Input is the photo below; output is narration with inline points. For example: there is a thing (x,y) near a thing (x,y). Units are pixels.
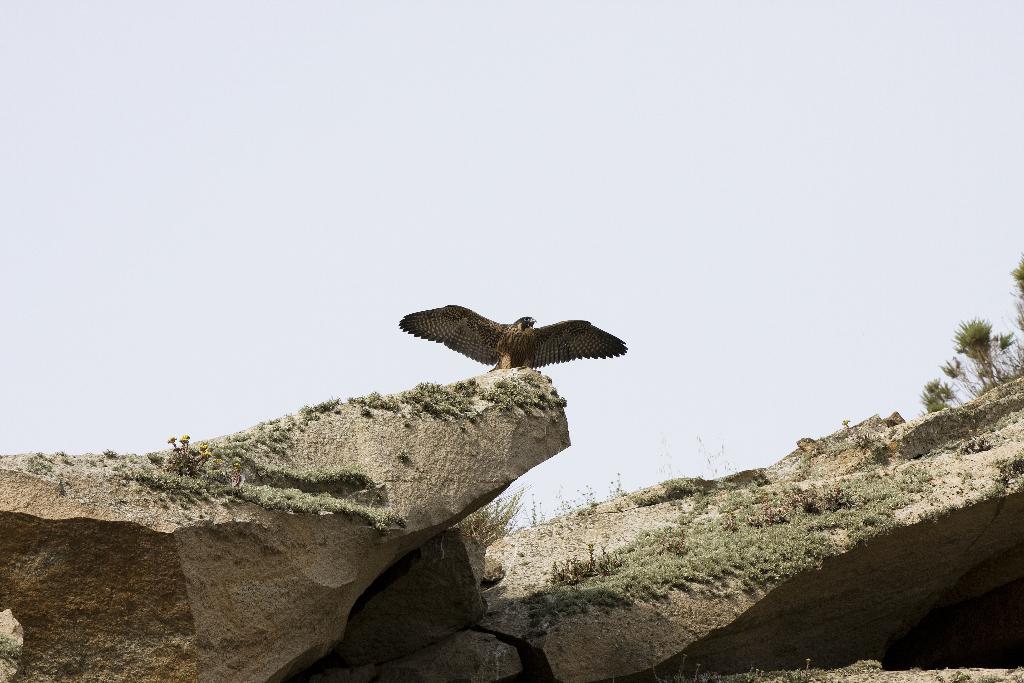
In this image there is a bird (528,331) standing on the stone (416,436) and there is grass (704,517) on the stones (430,434). On the right side (970,346) there are trees (976,358).
